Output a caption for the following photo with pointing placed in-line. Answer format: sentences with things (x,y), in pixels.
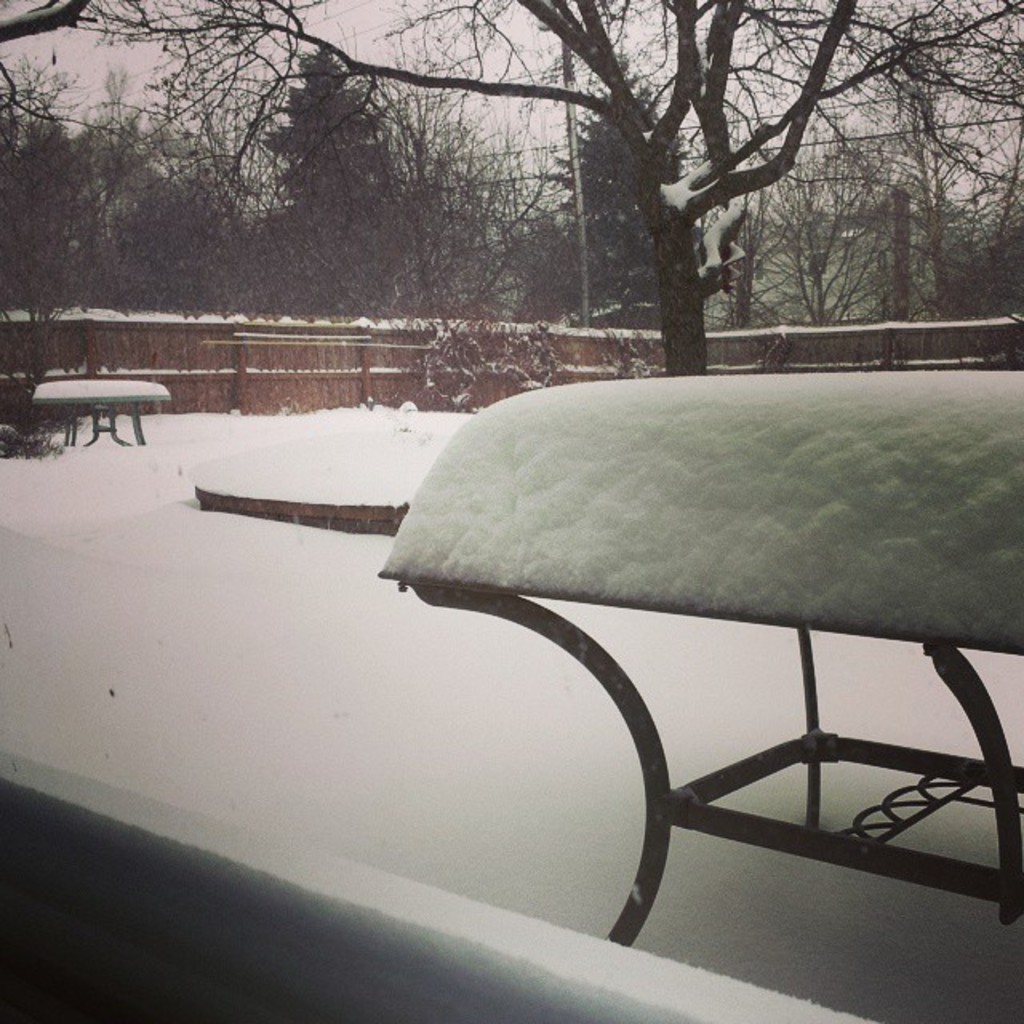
In this image I can see ground (354,726) full of snow (528,802). I can also see two tables (52,401) on the ground (450,418) and in the background (474,192) I can see number of trees (1020,79), the wall (169,338), few wires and the sky (323,20).
